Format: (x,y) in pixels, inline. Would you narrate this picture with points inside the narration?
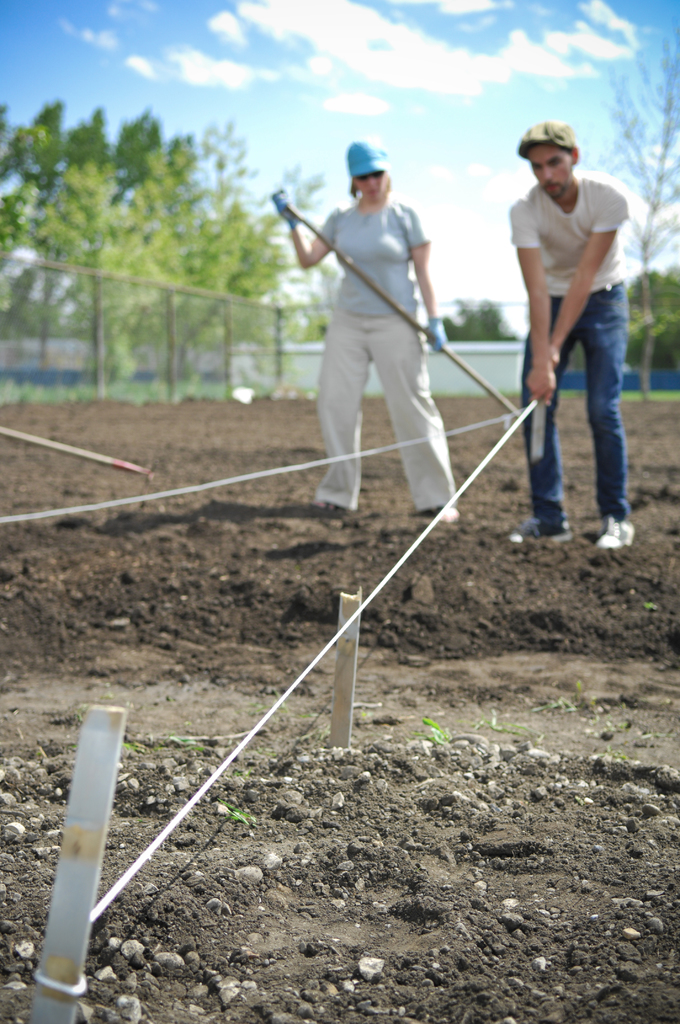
In this image I can see a man (564,344) is holding the thread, he wore t-shirt (573,255), trouser (615,315), cap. Beside him there is a woman (391,279) standing. On the left side (129,275) there are trees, at the top (353,106) it is the sky (410,117).
